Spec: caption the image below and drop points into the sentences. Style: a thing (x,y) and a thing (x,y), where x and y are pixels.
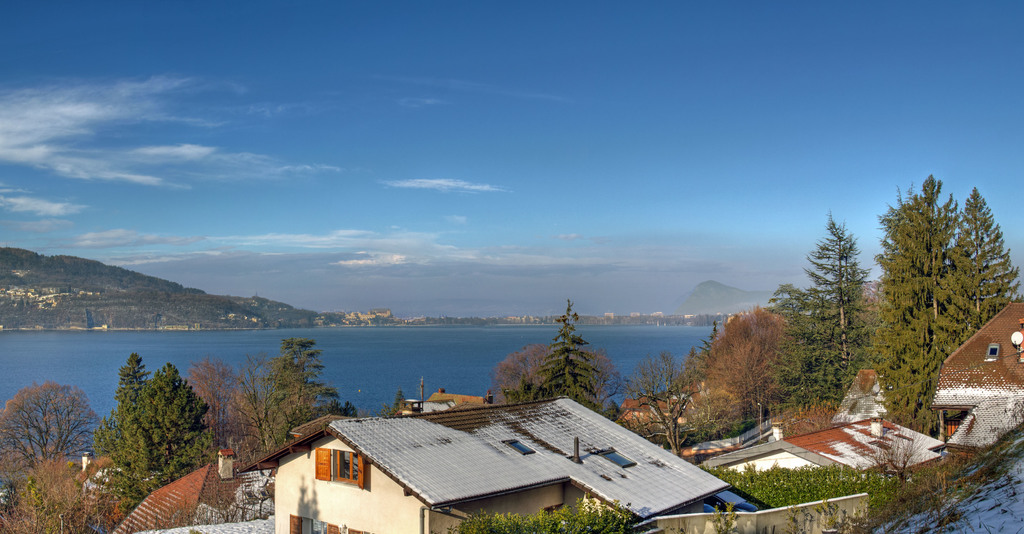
In this picture I can see at the bottom (735,372) there are houses (441,446) and trees (219,404), in the middle (464,326) there is water (419,364). At the top (513,162) there is the sky (551,176).
